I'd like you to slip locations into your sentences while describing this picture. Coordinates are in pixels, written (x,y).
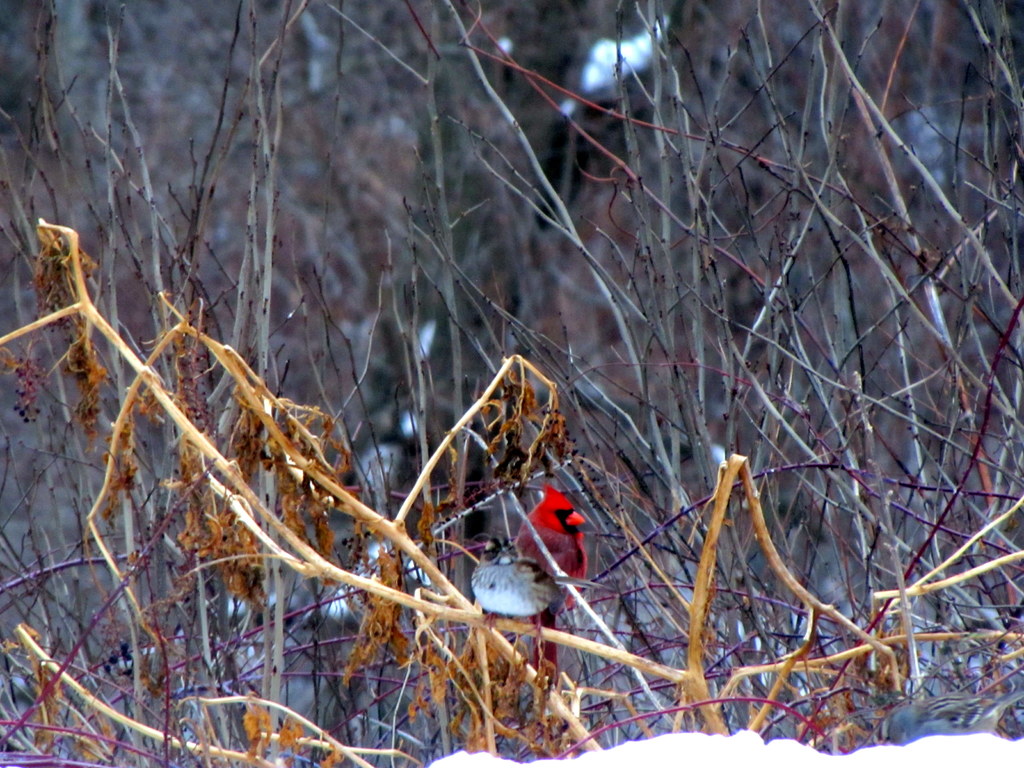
In this image I can see many sticks (458,375). At the bottom (619,744), I can see the snow (691,749).
